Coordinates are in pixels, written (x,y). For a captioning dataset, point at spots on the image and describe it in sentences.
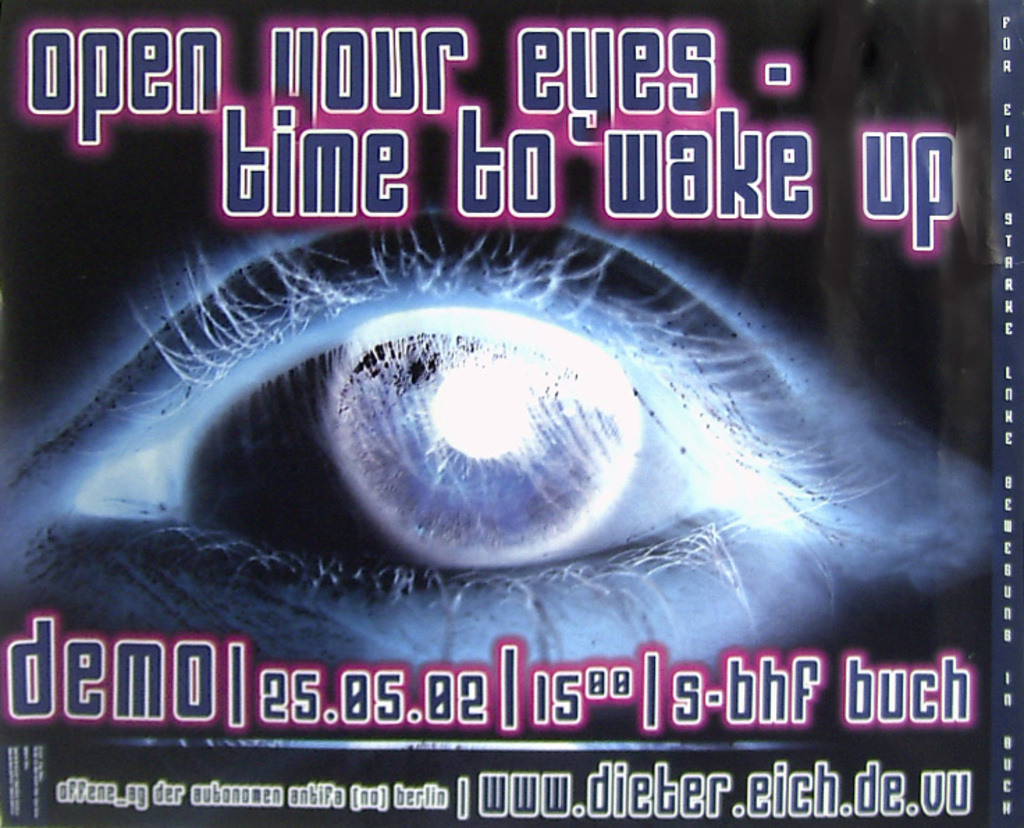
In this image we can see an eye (560,433), here is the pupil (467,457), there is the matter (494,807) written on it.
